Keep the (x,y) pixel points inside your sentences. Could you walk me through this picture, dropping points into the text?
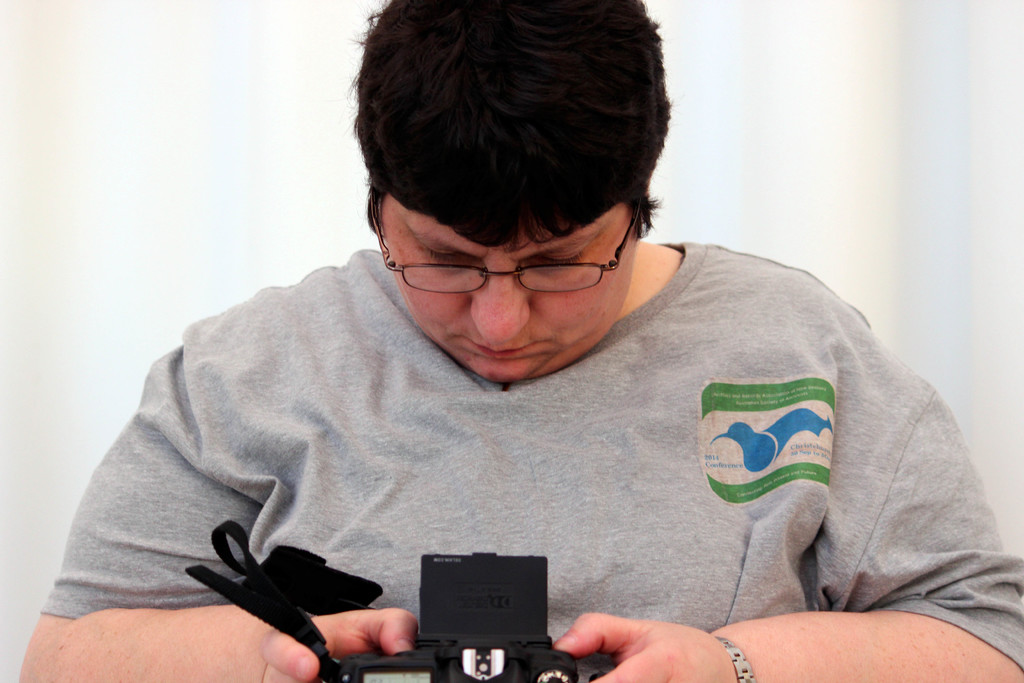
In this picture we can see man (752,357) wearing a gray colour t shirt (597,461). He wore spectacles (558,291). He is looking towards a camera (515,628).
